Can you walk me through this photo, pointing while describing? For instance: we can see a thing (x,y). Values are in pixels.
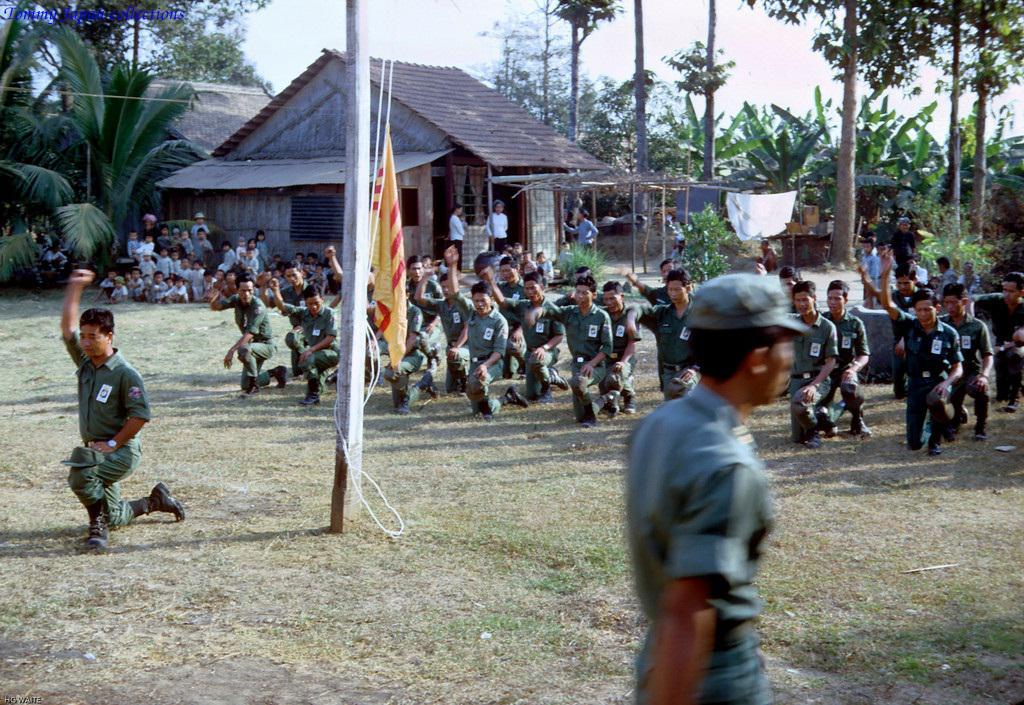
In this image I can see some people (535,319) in the center of the image (507,319) kneel down, on the left side of the image (255,242) I can see some kids (189,276) sitting and watching these people (318,307), at the top of the image (444,153) I can see a house (321,181) and some plants (762,161) and some trees (548,63) on the left top corner (124,109) I can see some trees (94,146). In the center of the image (400,253) I can see a pole (357,59) with a flag (383,328).
